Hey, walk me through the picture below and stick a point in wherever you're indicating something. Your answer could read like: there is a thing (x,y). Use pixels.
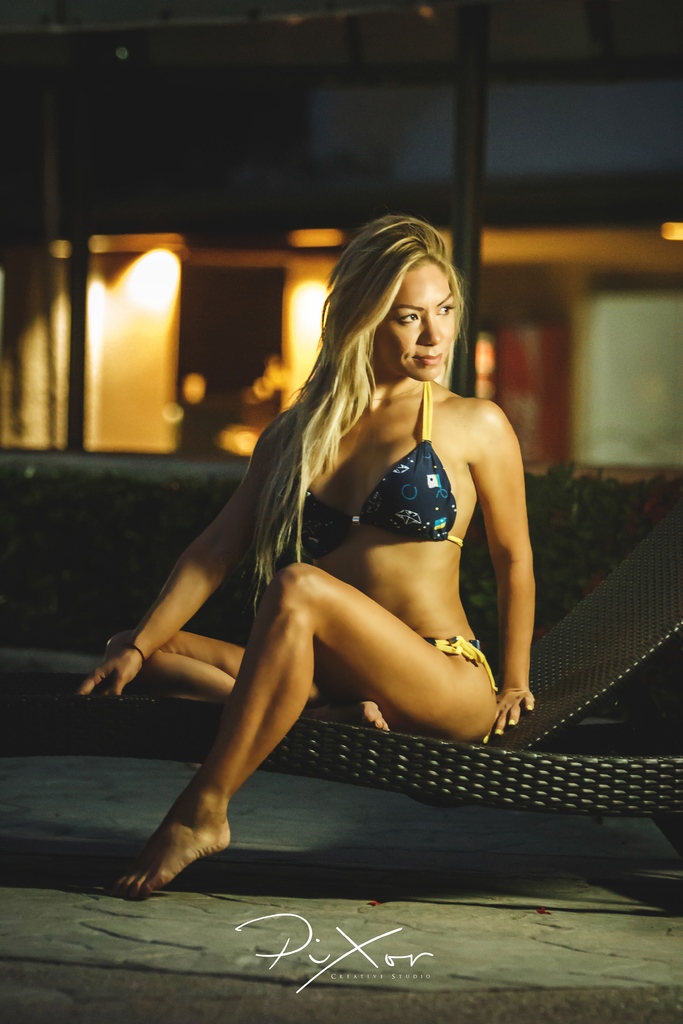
In this image we can see a woman (429,430) is sitting, she is wearing the bikini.
